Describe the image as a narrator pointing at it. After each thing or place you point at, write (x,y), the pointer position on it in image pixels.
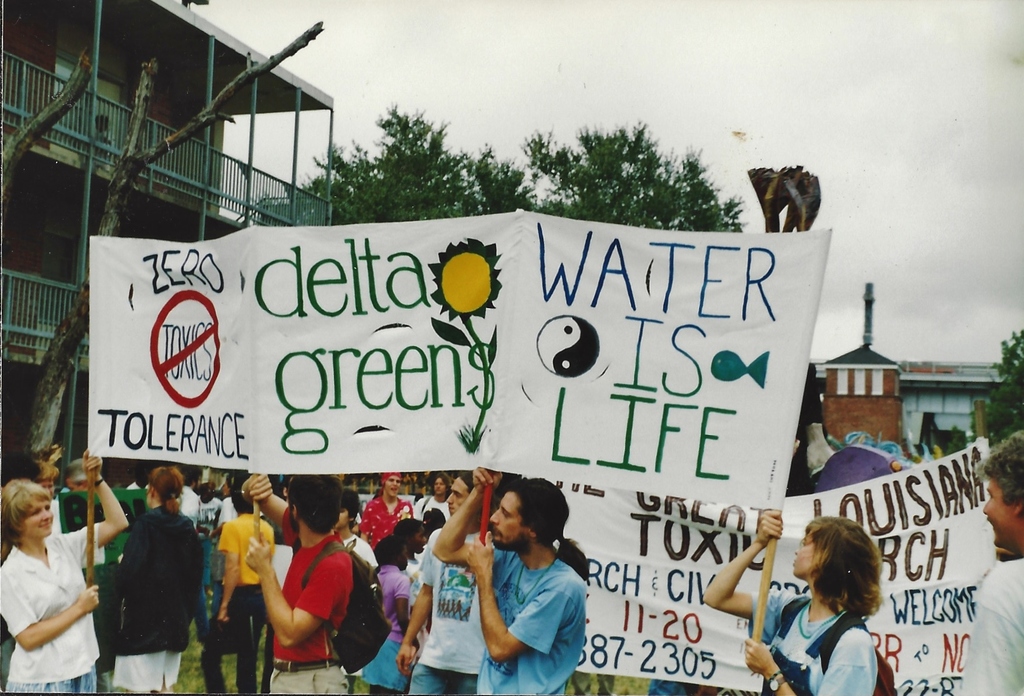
In this image I can see number of persons (394,535) are standing and holding boards (756,470) in their hands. In the background (272,215) I can see few trees (446,150), few buildings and the sky (677,13).
